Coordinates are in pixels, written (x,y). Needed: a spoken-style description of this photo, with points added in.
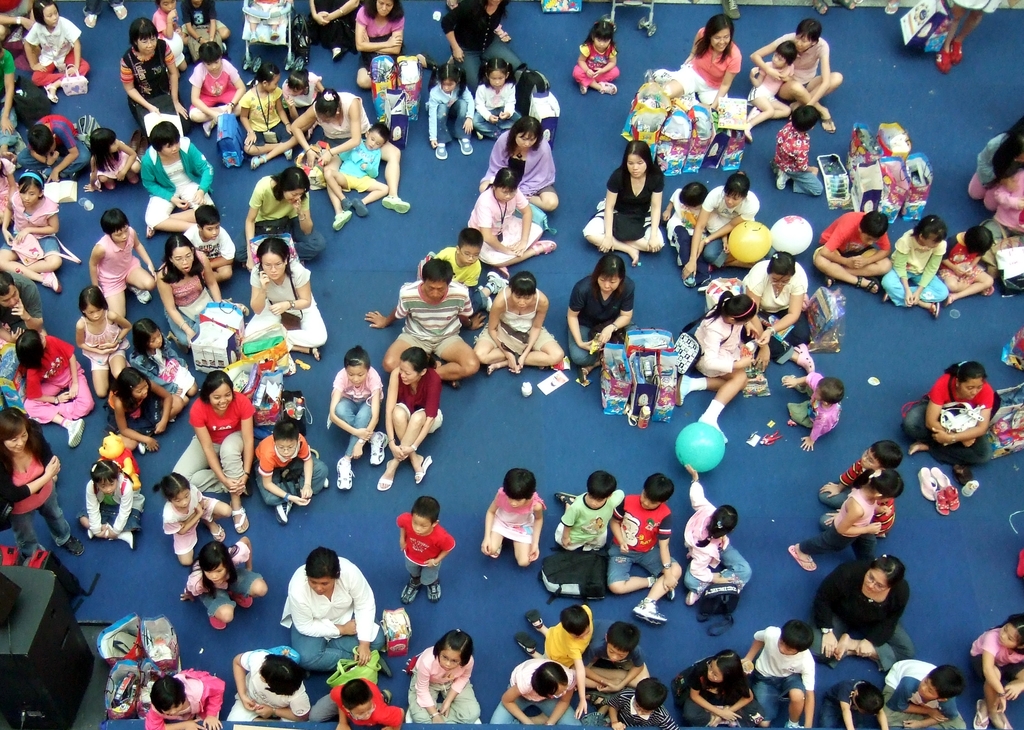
In this image, I can see group of people (802,134) sitting on the floor (481,402). This looks like a stroller (292,51). I think these are the bags (613,387), which are placed on the floor (368,485). I can see a black color object (39,644) here.
